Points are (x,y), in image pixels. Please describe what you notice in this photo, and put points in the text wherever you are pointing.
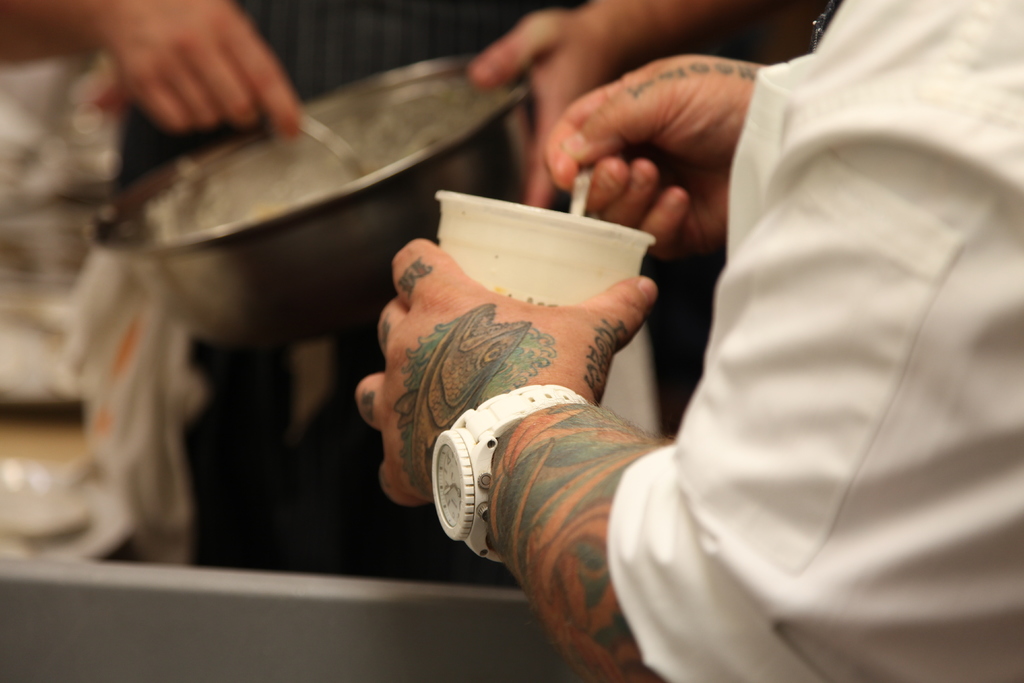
On the right side (899,247), there is a person (947,124) in white color shirt (968,336) holding a white color glass (590,241) with one hand (640,304) and a spoon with other hand (659,208). In the background (583,19), there is a person (145,143) holding a spoon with one hand (210,3) and a vessel (202,270) with other hand (583,19). And the background (312,48) is blurred.
